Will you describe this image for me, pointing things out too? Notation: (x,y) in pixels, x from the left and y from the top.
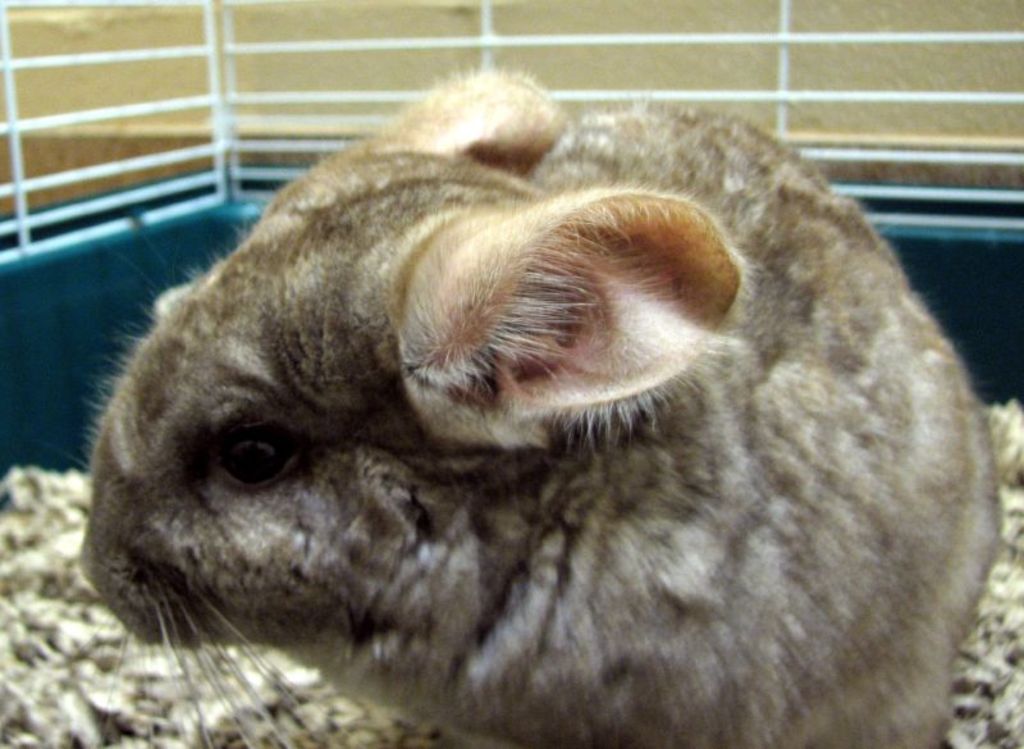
In this image, in the middle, we can see an animal (776,513) which is on the land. In the background (647,29), we can see metal rod (122,57) and cream color.
